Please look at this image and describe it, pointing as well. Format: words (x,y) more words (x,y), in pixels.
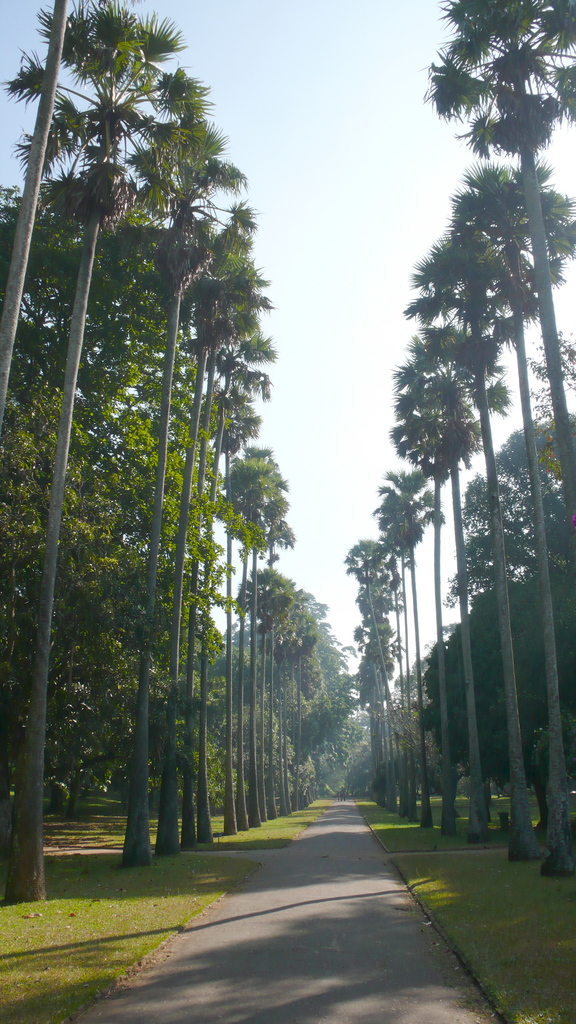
In this image we can see trees (107,339), ground (74,952), road (264,907) and sky (370,280).
